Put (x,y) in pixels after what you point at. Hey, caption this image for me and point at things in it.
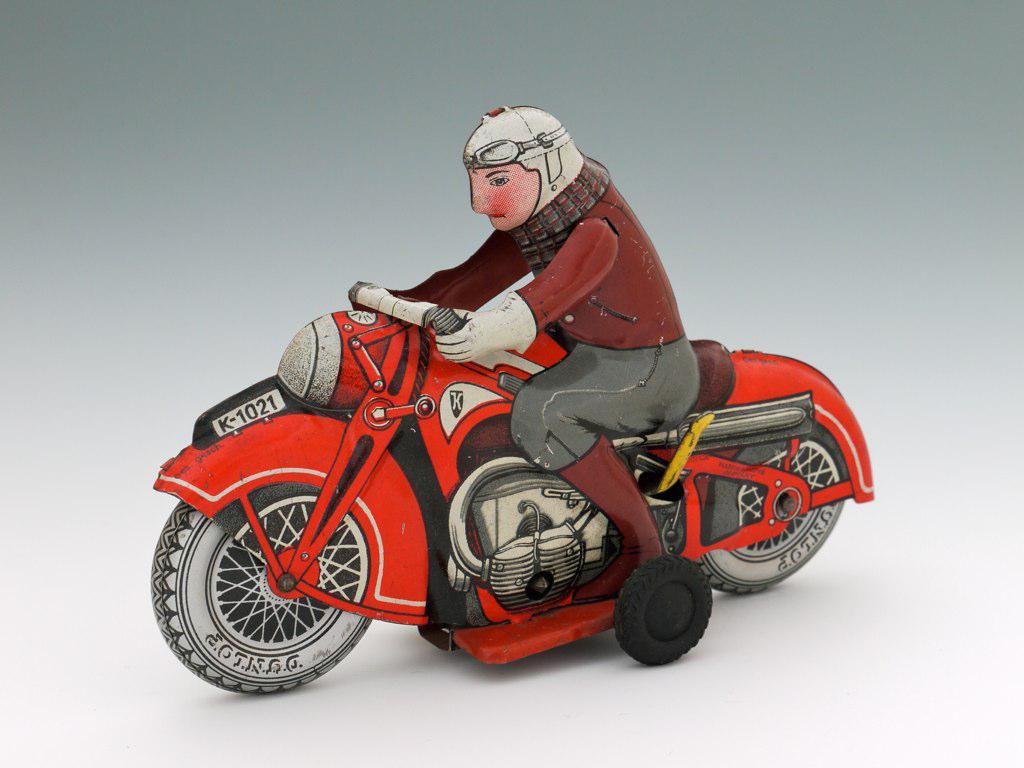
In the image we can see an animated picture of a person (625,305), wearing clothes (604,314), gloves (498,338), helmet (556,153), goggles (493,153) and shoes (617,466), and the person (572,311) is sitting on the bike (439,390).
